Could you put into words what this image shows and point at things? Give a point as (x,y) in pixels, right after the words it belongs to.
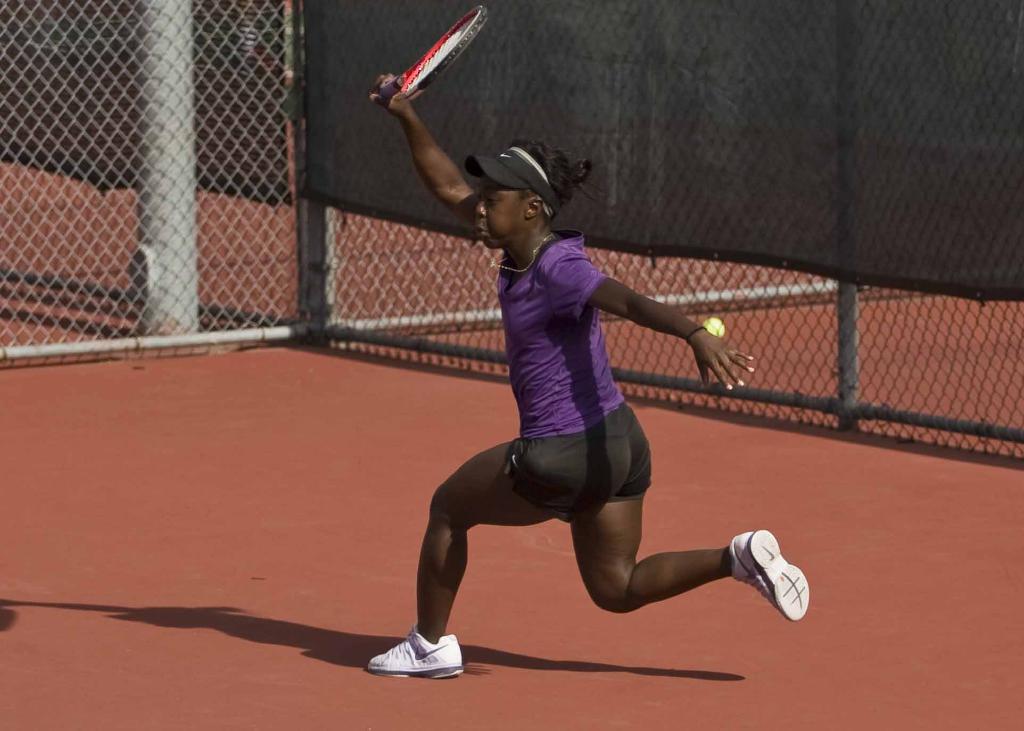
In this image, There is a floor (258,697) which is in brown color, In the middle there is a woman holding a bat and she is running, In the background (784,267) there is a fence (624,71) in black color.
